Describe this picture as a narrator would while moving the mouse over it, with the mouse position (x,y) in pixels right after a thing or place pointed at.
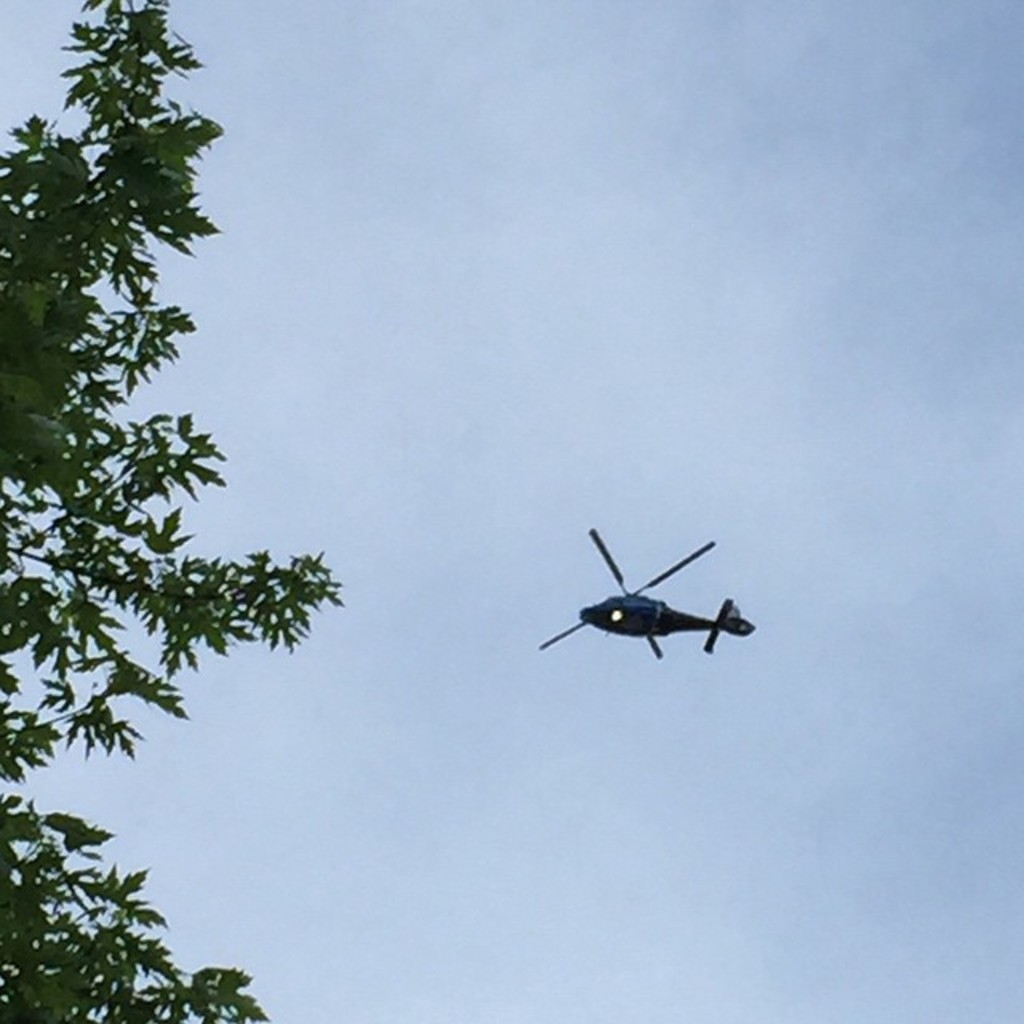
In this image I can see a helicopter (658,617) flying in the air (541,567) towards the left side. On the left side (52,443) few leaves (56,336) are visible. In the background (758,372), I can see the sky (570,336).
